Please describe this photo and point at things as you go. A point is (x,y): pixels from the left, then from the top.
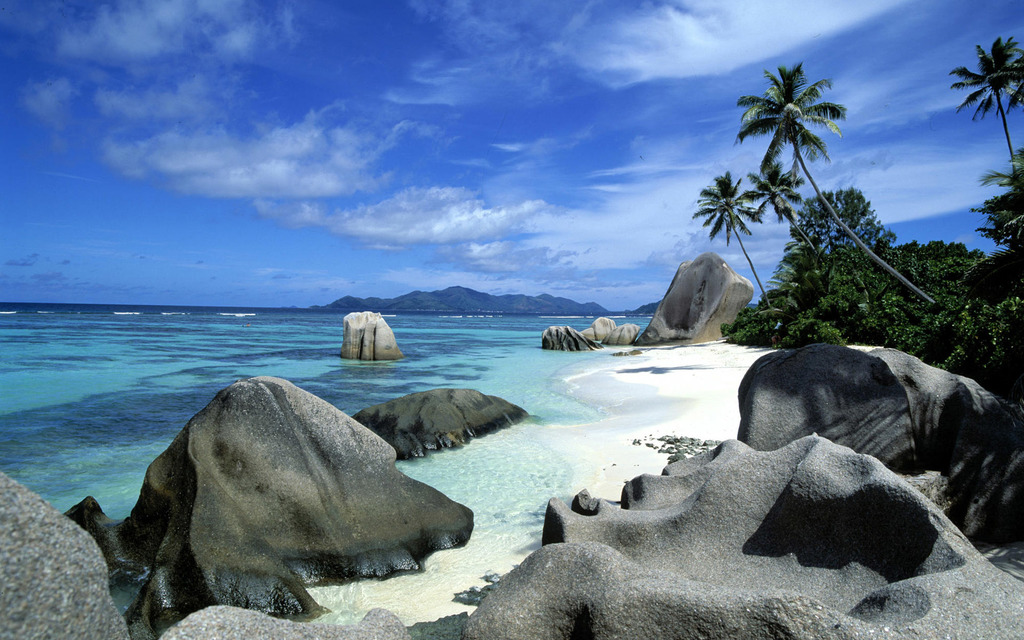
In this image it seems like there is an ocean (139,381) on the left side (39,385). On the right side (741,460) there are stones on the shore (629,411). On the right side (896,296) there are tall trees (893,278). At the top (275,58) there is the sky (276,91). In the background (433,297) there are hills (505,308).
